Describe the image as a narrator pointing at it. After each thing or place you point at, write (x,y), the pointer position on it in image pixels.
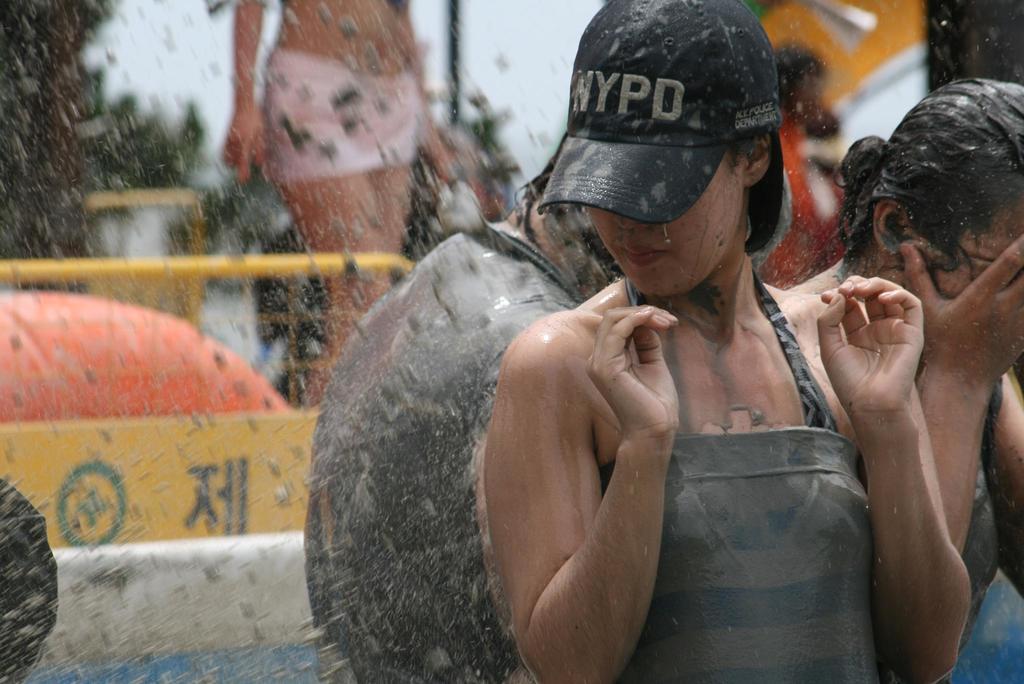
In the center of the image (615,390) a lady (696,276) is standing and wearing a cap (723,119). In the background of the image (518,249) we can see some persons (461,239) are there. At the top of the image (486,55) sky (486,64) is there.
